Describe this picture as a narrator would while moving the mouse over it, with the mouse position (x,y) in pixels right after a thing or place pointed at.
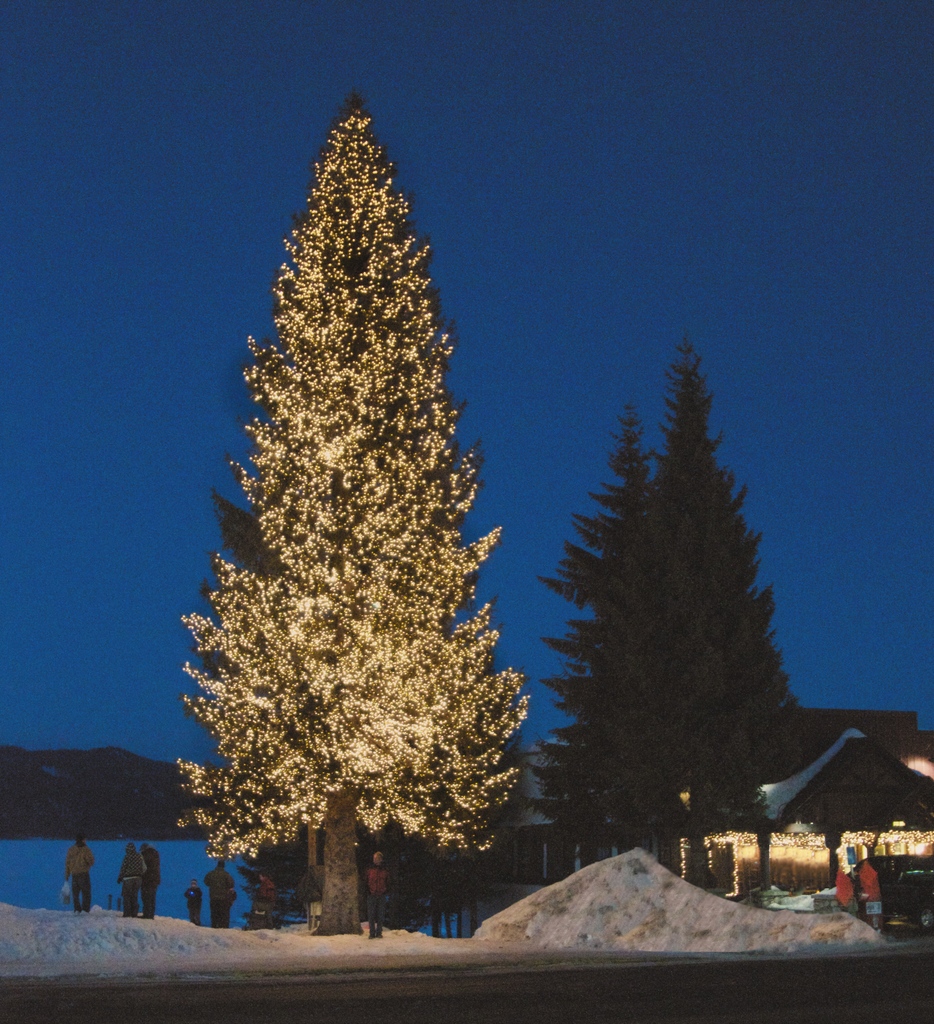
In this picture I can see a house (696,871), there is snow (255,940), there are group of people (217,920) standing, there are trees (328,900), there is a tree (355,493) decorated with lights (258,565), and in the background (210,184) there is sky (183,140).
